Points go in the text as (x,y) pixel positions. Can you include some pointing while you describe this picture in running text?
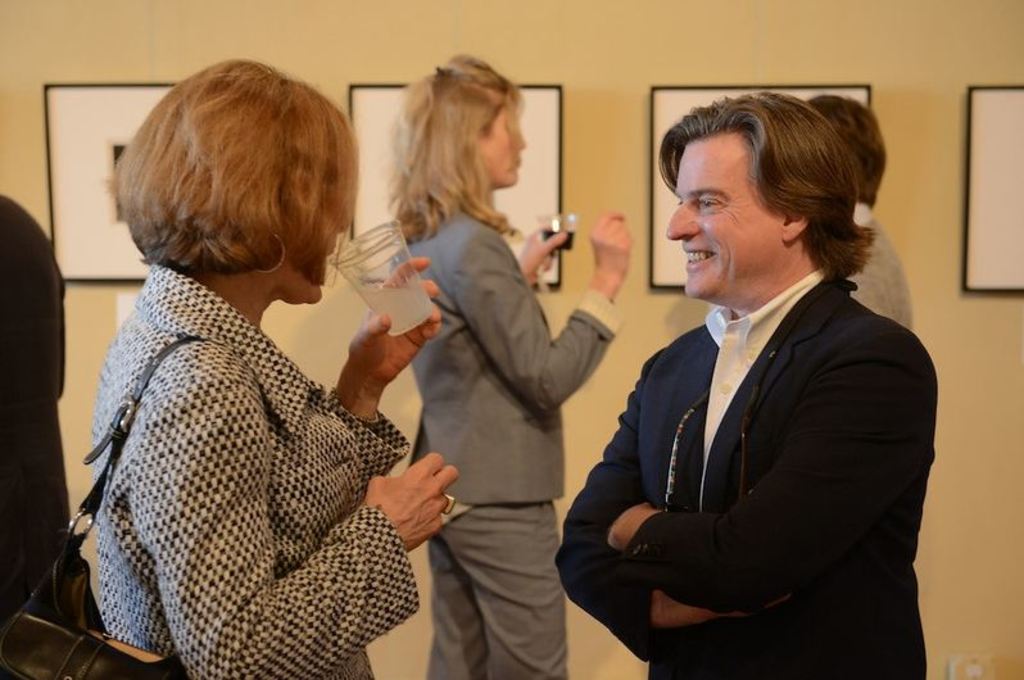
In this image, there are a few people (433,356). Among them, some people (433,283) are holding glasses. We can also see the wall (568,73) with some posters (548,143).
